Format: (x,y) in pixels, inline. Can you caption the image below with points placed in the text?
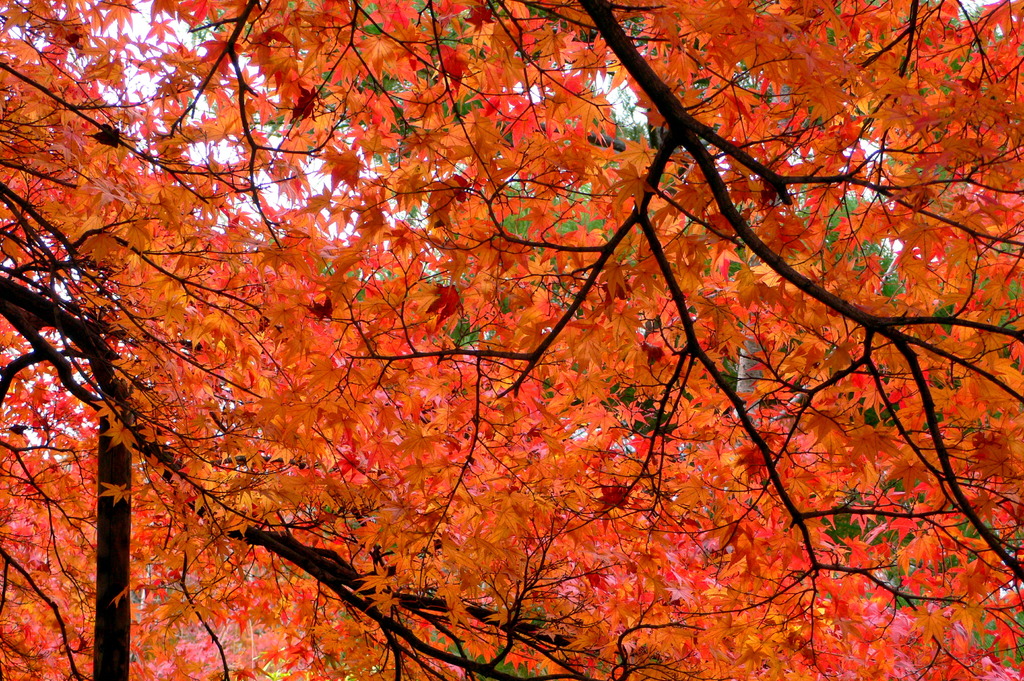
In this image I can see a tree (273,431). Its leaves (532,512) are in red and orange colors. In the background (137,19) few green color leaves (567,230) are visible and also I can see the sky (146,31).
